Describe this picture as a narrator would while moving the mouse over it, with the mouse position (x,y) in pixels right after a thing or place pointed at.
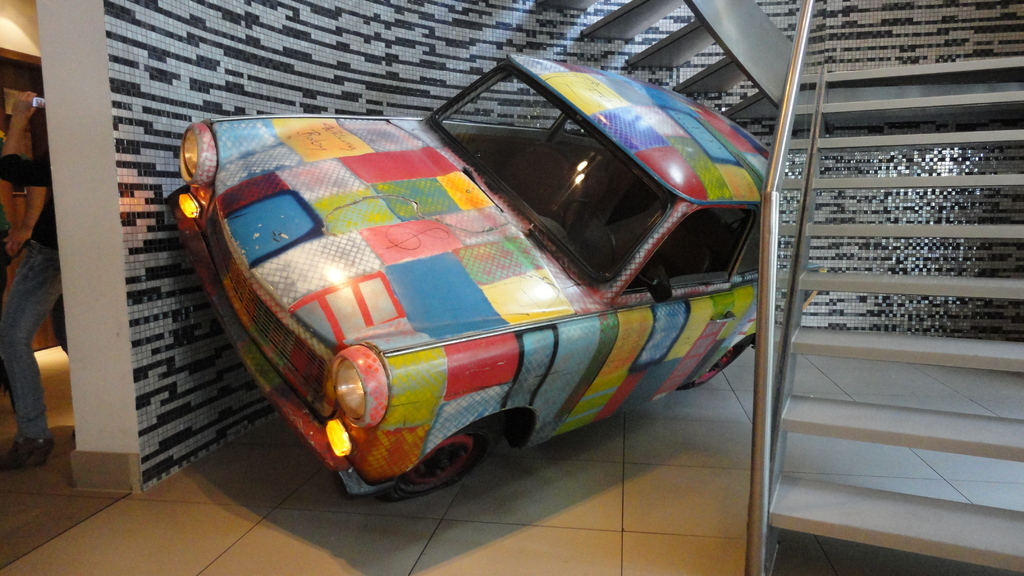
There is a car (638,222) in the center of the image (622,344) and there are stairs (894,111) on the right (938,158) and at the top side of the image (269,2), there is a wall (698,55) in the background area (528,23) and there is a person (13,337) on the left side of the image (47,223).
